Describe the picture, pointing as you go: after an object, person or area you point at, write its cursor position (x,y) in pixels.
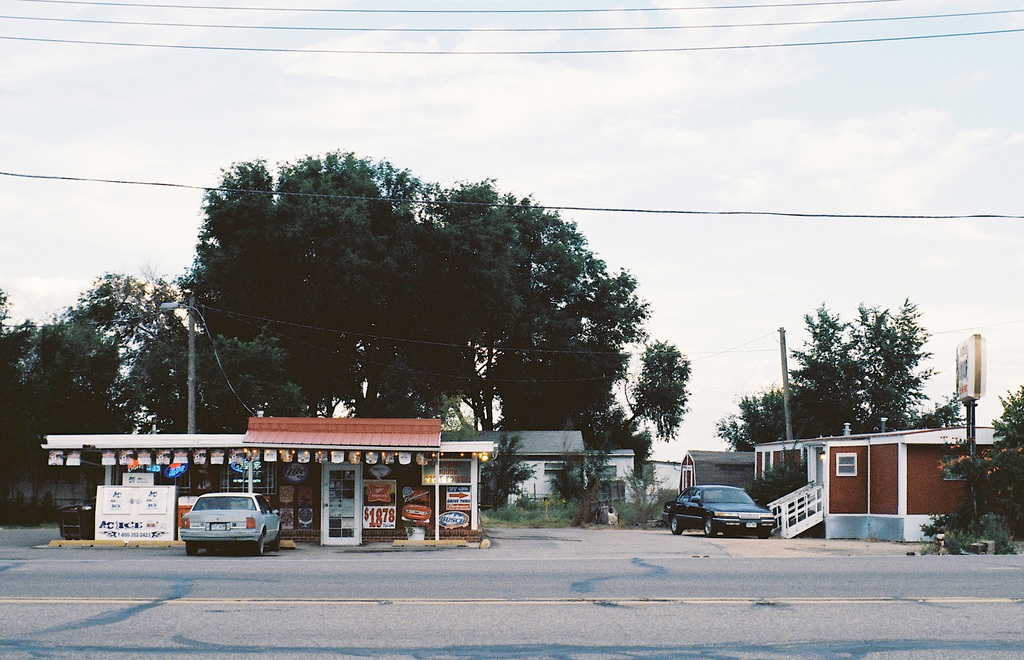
In this image we can see road (727,589), cars (199,537), houses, poles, shed (952,447), boards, posters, plants (1008,529), trees (478,385), wires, and other objects (97,512). In the background (640,250) there is sky (634,193) with clouds (740,378).
